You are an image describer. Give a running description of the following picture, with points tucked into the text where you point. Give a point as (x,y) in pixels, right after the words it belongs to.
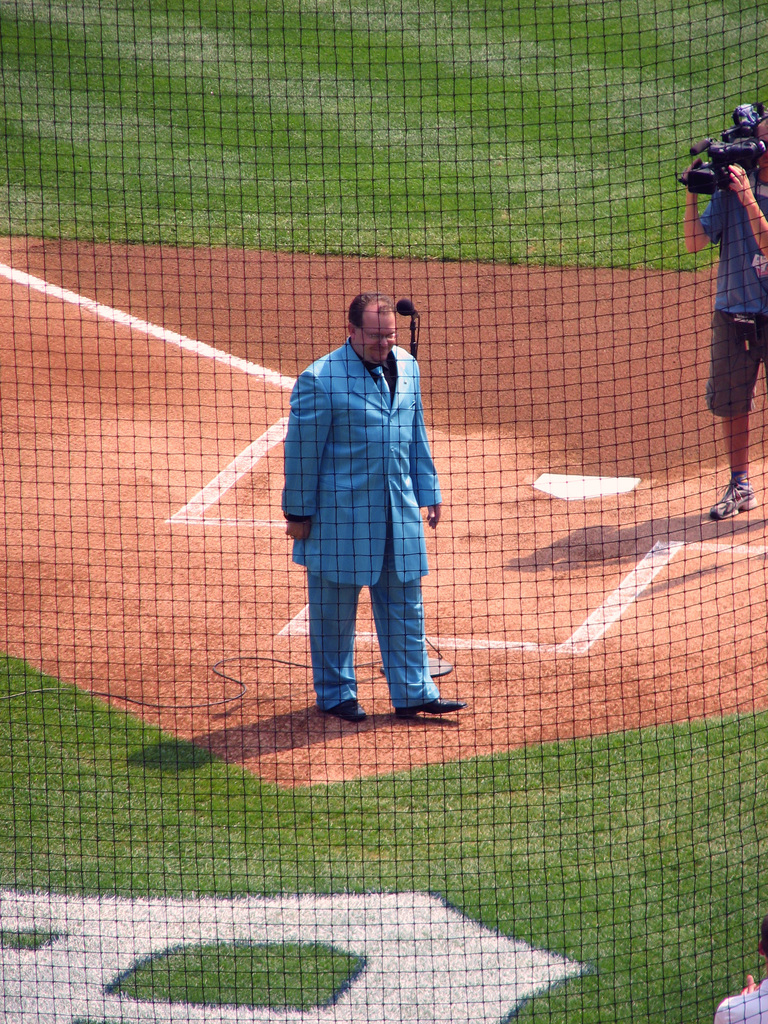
This image is taken outdoors. In the middle of the image (273,348) there is a net (622,686) and through the net (623,701) we can see there is a ground (281,836) with grass (208,836) on it and a man (370,497) is standing on the ground (293,648). On the right side of the image (723,353) a man (726,206) is standing on the ground (293,648) and he is holding a camera (722,168) in his hands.
